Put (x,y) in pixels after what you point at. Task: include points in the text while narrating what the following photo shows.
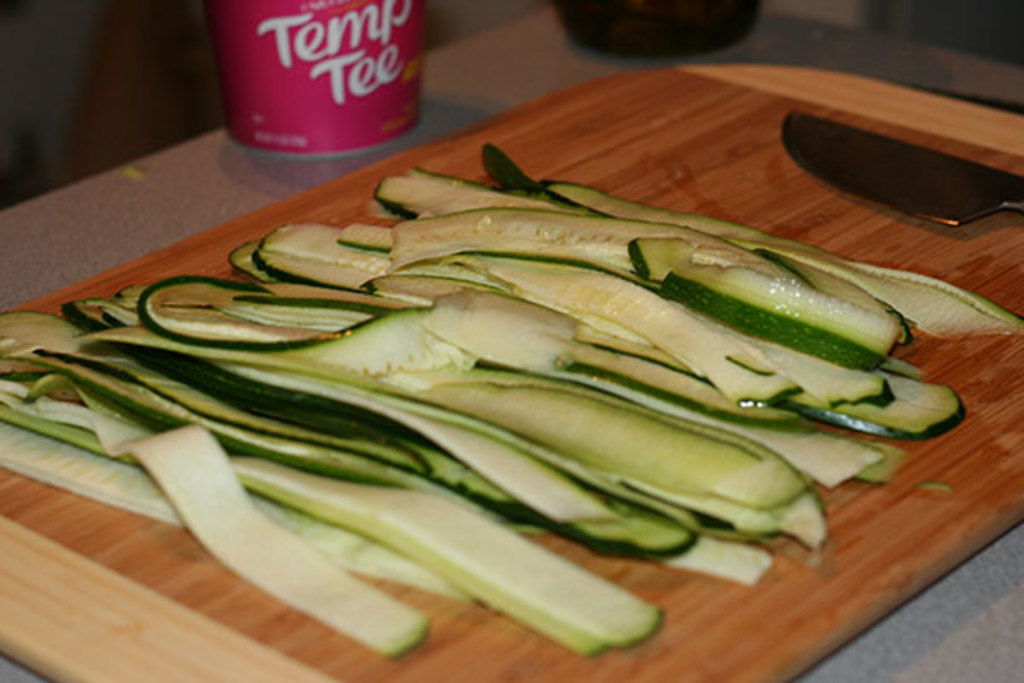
This picture seems to be clicked inside. In the center (464,381) there is a chopping board (953,458) containing some sliced vegetables (556,318) and a knife (932,192) and the chopping board (534,120) is placed on the top of the table (213,165) and there are some objects (677,17) placed on the top of the table (945,51).
